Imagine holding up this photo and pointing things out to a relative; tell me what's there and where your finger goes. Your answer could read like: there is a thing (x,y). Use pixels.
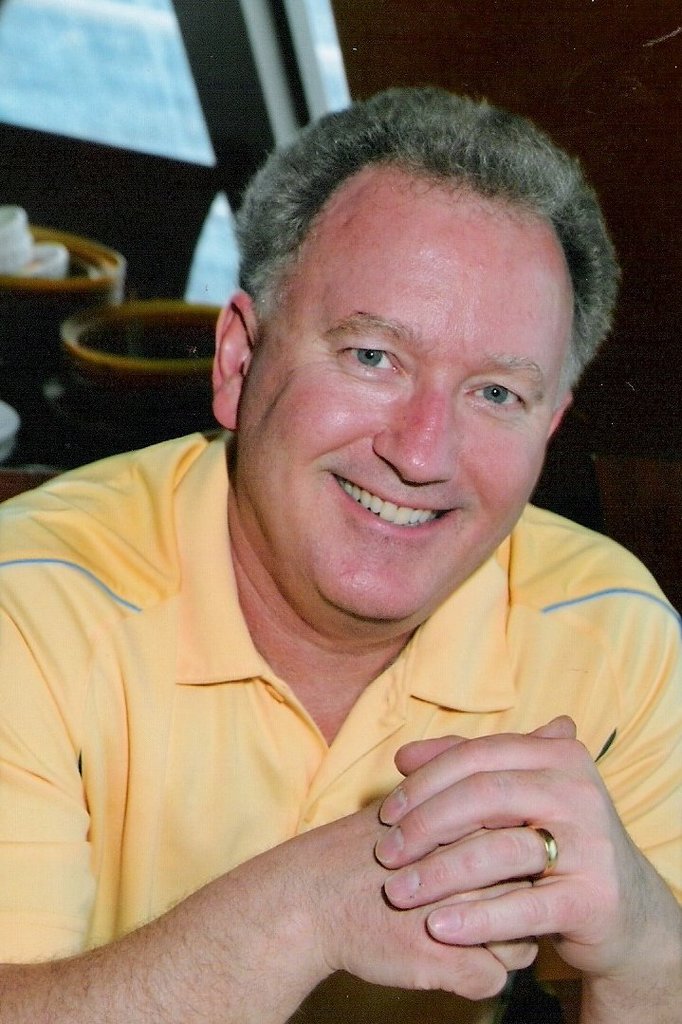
In this image we can see a man (382,615) is sitting and smiling. In the background (215,170) the image is not clear to describe but there are objects (76,323).
